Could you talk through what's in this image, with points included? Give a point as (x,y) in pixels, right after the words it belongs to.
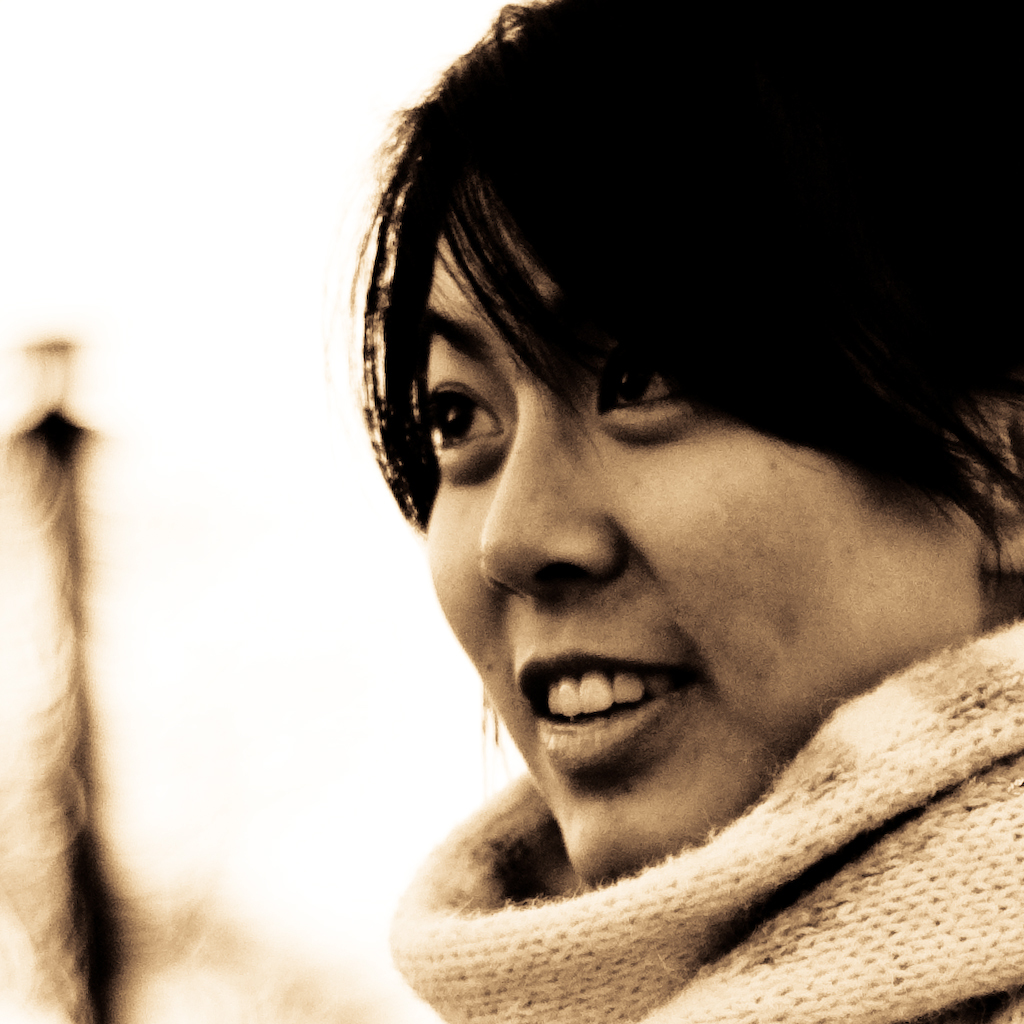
In this image we can see one person (593,767). And the background (281,778) is blurred.
